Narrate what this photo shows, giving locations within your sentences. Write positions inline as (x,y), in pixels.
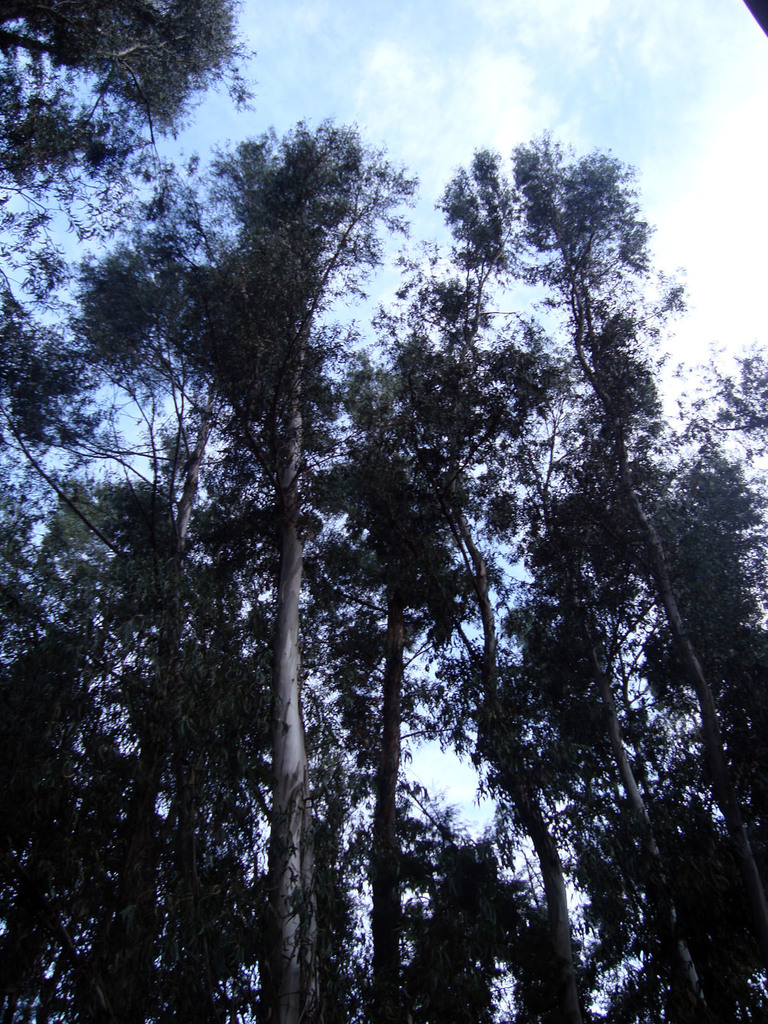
In this image we can see some trees (415,580) and the sky (380,359) with clouds (649,16).
